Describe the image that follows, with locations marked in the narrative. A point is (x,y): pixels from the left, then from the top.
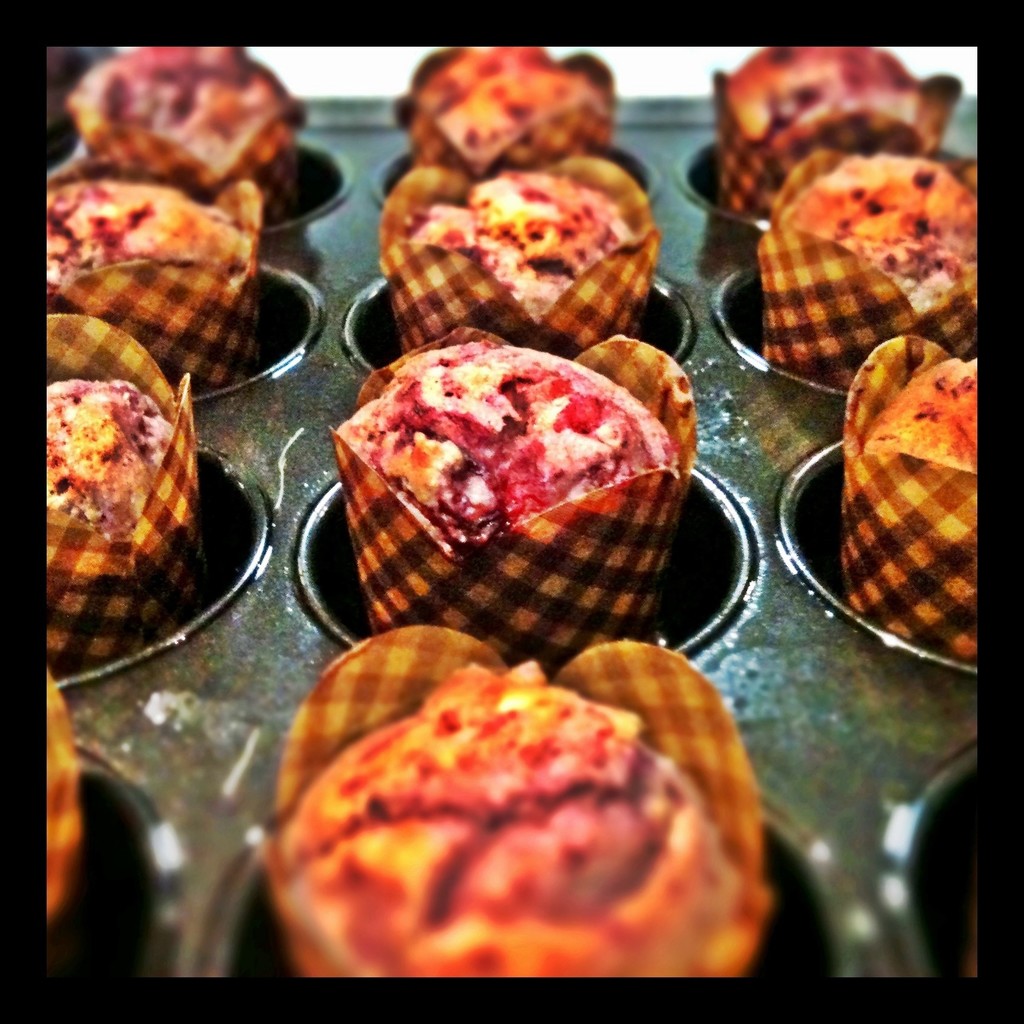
In this picture I can observe some food (560,392). These are looking like cupcakes (460,477). These are in brown and red colors.
